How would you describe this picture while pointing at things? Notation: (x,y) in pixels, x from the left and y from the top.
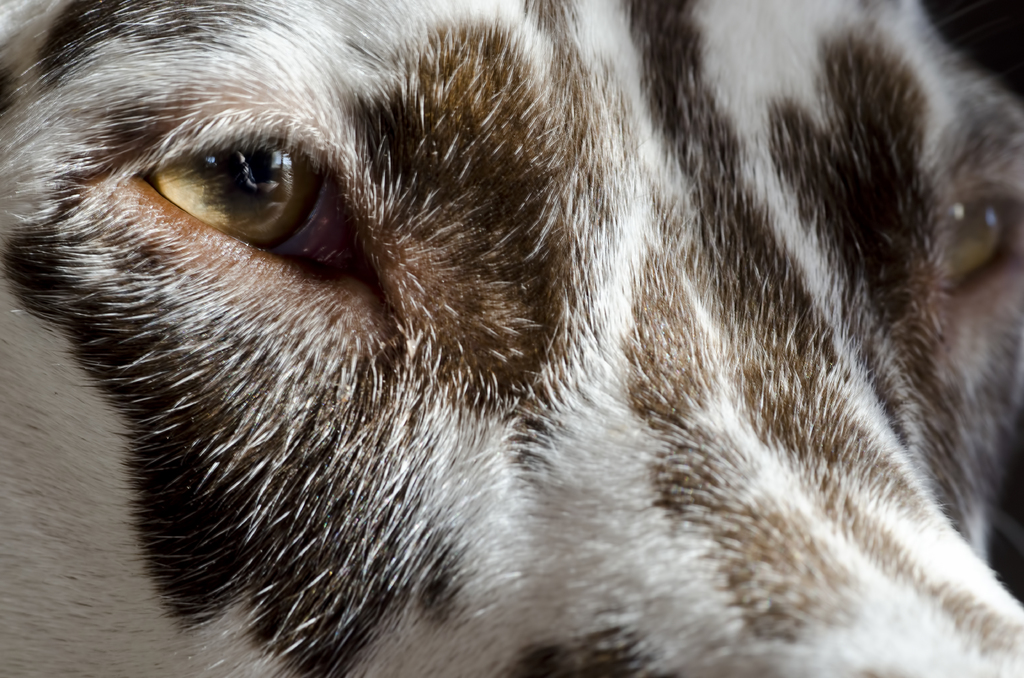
In the image we can see an animal (62,335).
